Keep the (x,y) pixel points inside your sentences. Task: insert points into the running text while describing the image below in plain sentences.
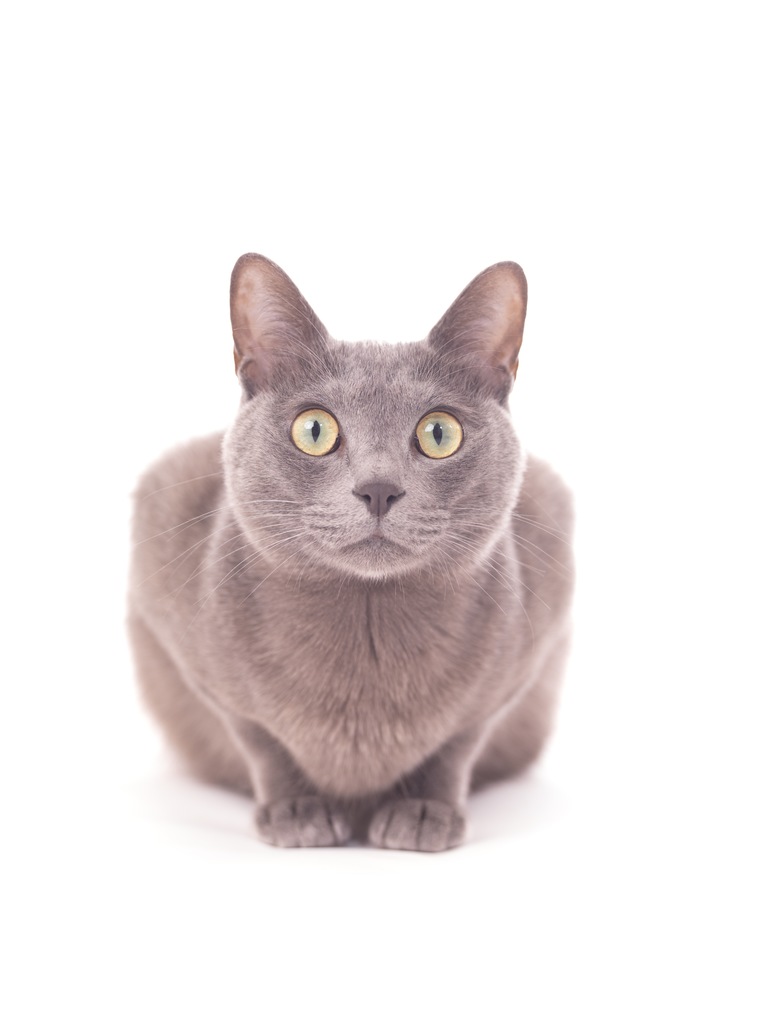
This is a cat (227,763) sitting. The background looks white in color.
